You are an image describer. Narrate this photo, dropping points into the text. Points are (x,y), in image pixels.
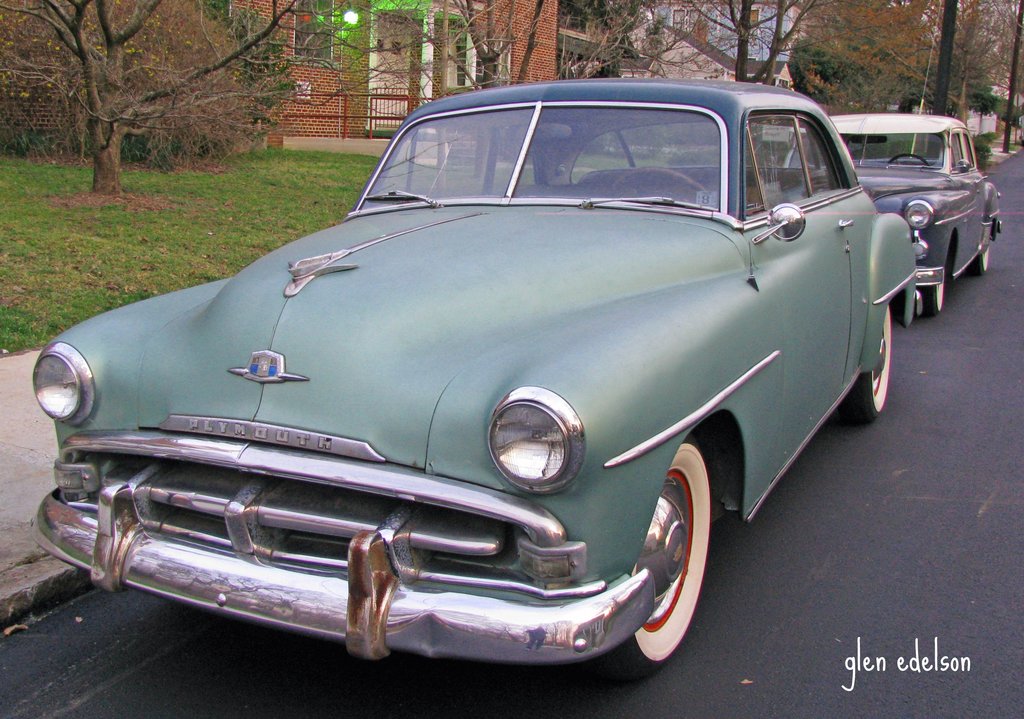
In this image I can see two cars (770,476) visible on road (886,535) in the middle (355,251) I can see a text (964,668) at bottom (949,658), at the top (101,135) I can see trees (602,38) and building (336,69) and light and fence (343,117).
